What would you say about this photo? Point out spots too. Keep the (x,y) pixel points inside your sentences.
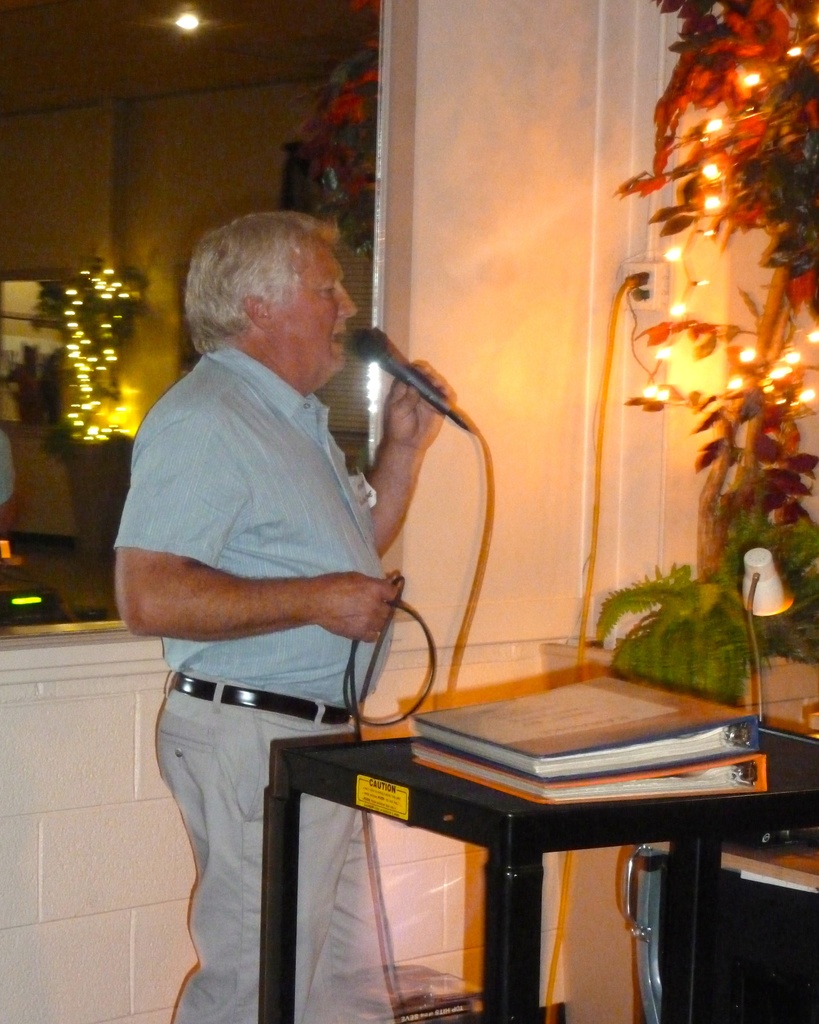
In this picture we can see a man (202,505) standing and holding a mike (411,373) in his hand (428,408) and talking. On the table (724,815) we can see two books (661,749). Nearer to the table (497,796) there is a christmas tree (705,326) decorated with colourful lights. Here over a wall (454,459) we can see a reflection (272,95) in a mirror (148,75). There is a reflection tree (83,428) and a light (185,22).
